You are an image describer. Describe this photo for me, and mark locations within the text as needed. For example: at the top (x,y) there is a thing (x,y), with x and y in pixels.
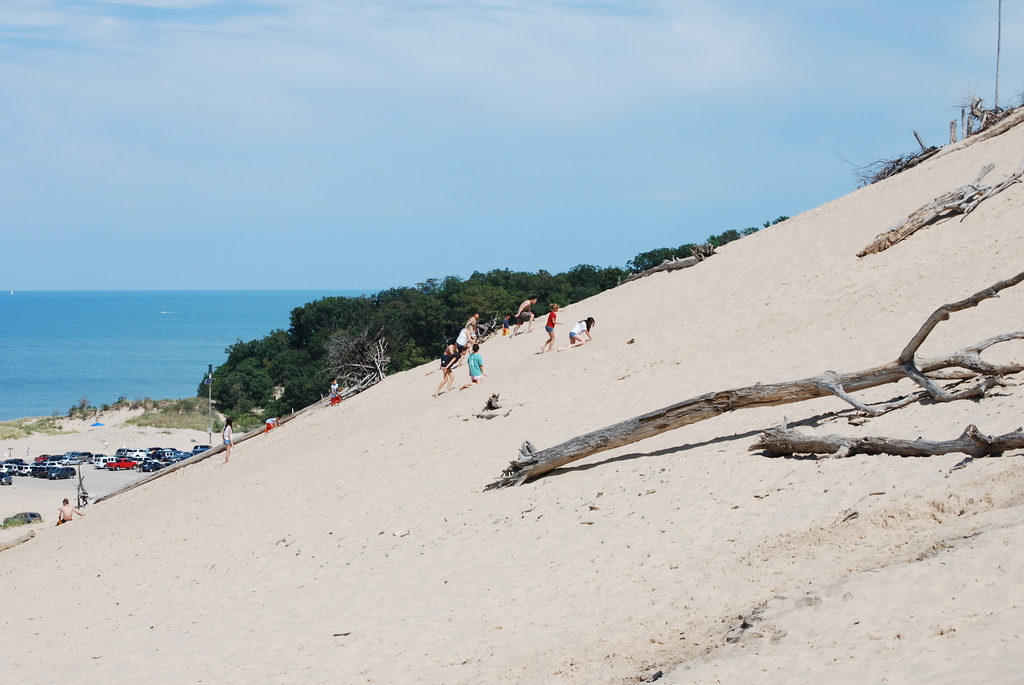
In the image I can see some people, tree trunks (742,394) on the sand floor (558,367) and to the side there is a sea (93,328) and some people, cars (143,459) and some trees (344,378) to the side.
